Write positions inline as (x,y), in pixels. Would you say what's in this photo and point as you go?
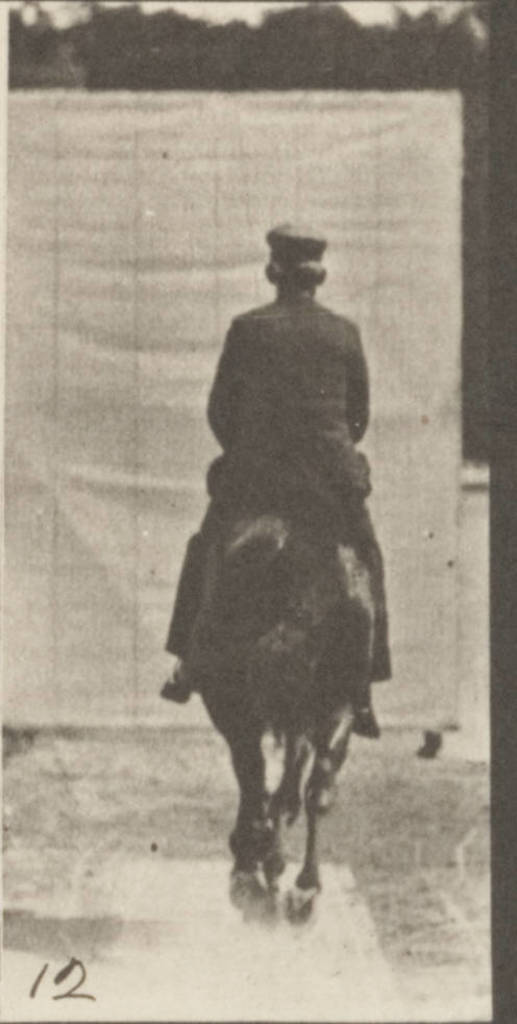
In the image there is a man (233,522) riding on a horse (299,768) on a mud road (333,979) at the background (313,58) there are trees (424,83).
